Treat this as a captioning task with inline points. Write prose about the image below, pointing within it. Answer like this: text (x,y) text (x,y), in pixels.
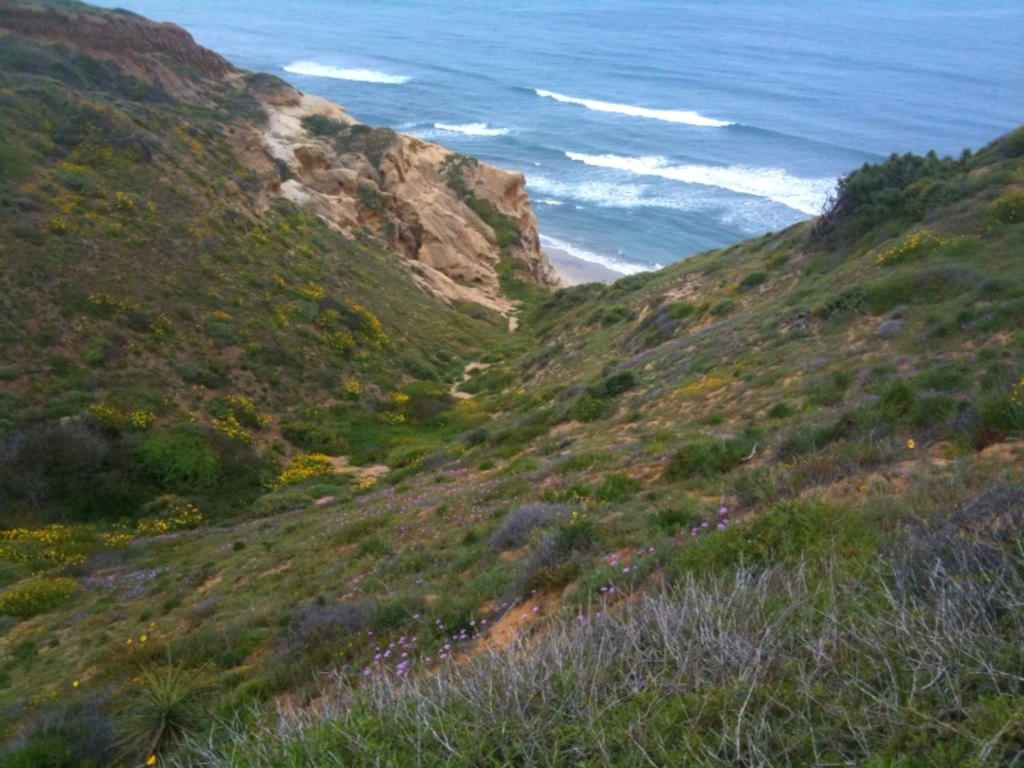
This picture is taken from outside of the city. In this image, we can see some trees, plants (421,466), flowers (410,498), grass (441,504) and rocks (359,181). In the background (699,122), we can see water (725,88) in an ocean (725,88).
